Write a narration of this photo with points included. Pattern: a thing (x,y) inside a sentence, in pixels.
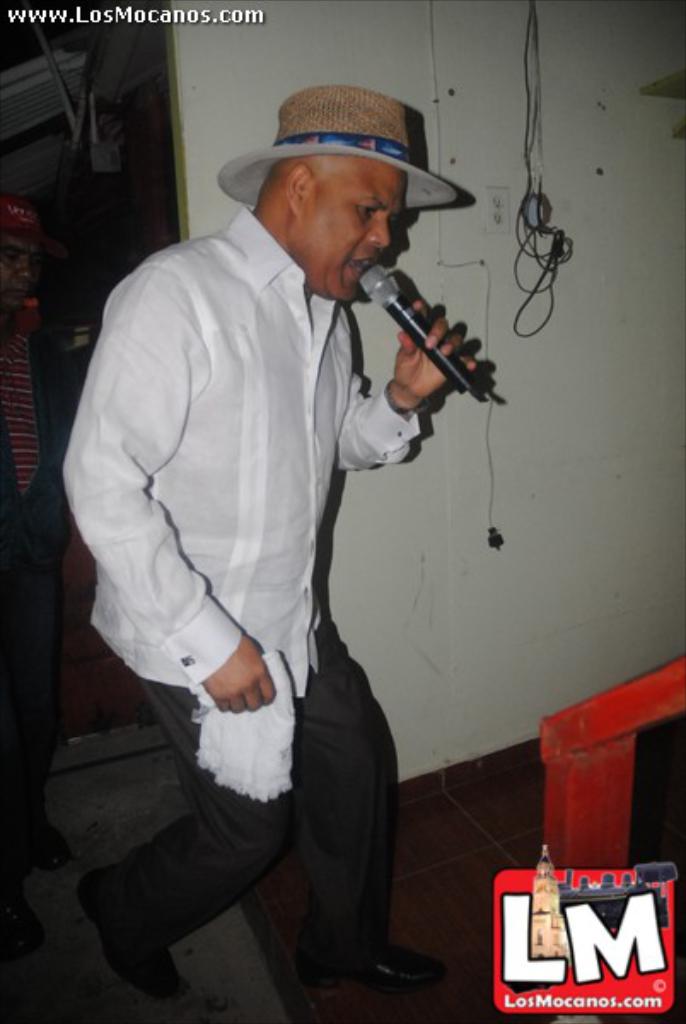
On the background (496,164) we can see a wall (653,309) and wires (528,90). Here we can see a man (409,343) wearing white colour shirt (277,378) and a hat (395,119) and he is holding a mike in his hand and singing.
